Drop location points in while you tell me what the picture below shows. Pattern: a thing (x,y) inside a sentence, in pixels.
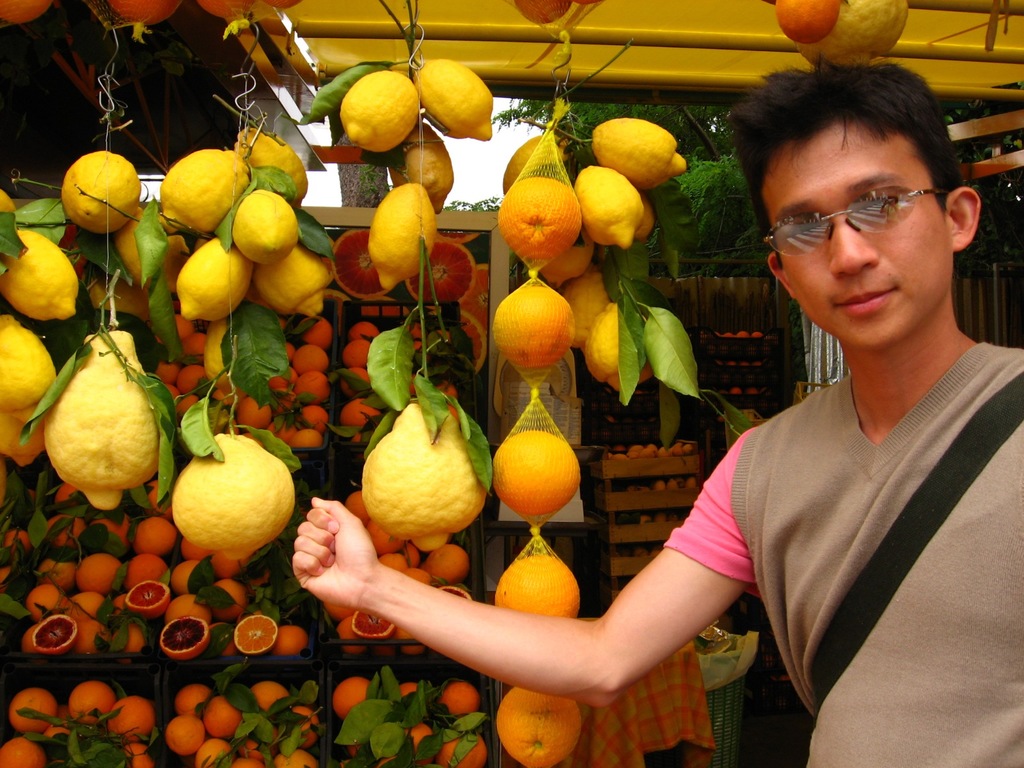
On the right side (964,641), there is a person (950,526) in gray color jacket (953,534), wearing a bag (823,663), smiling and standing. On the left side (244,431), there are fruits (397,466) hanged and there are fruits (204,369) arranged on the shelves (329,710). In the background (705,162), there are trees (681,179), there is sky (482,149) and there are other objects (728,285).
